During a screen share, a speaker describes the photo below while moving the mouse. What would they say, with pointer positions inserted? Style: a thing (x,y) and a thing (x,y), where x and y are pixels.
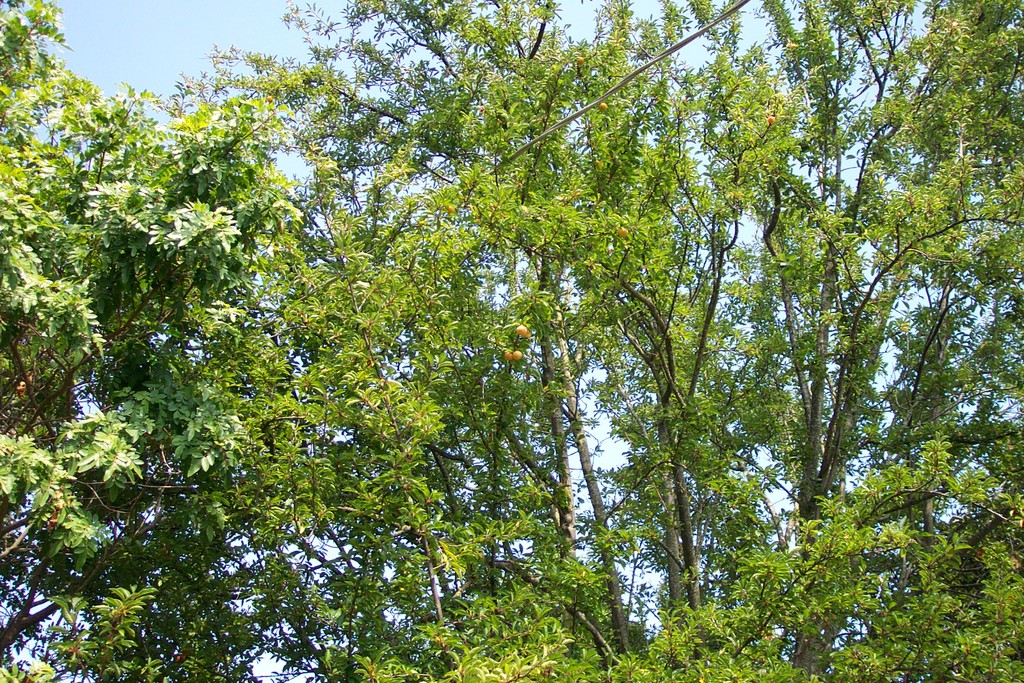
In this image we can see trees (6,300), some fruits (527,332), a wire (743,4) and some part of the sky (167,64).
